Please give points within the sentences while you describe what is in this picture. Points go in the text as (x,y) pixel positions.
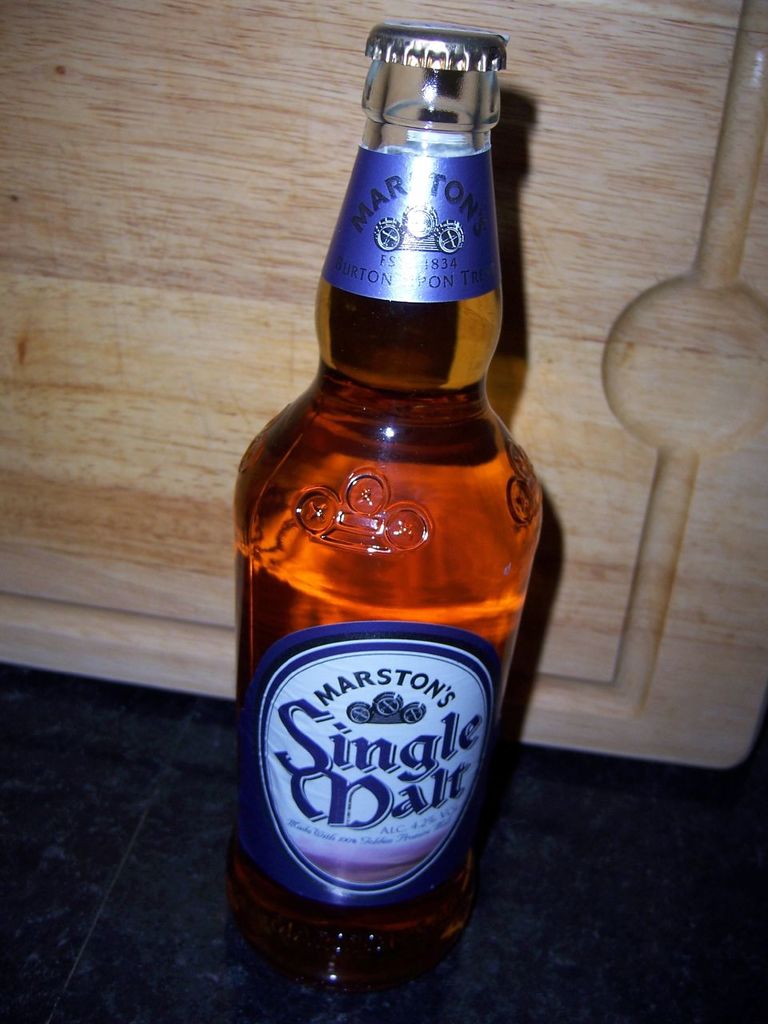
This is a beer bottle (511,611) with a closed metal cap (433,60). There is a label (439,691) attached to the bottle (473,587). This bottle (329,745) is placed on the countertop (163,901). At background (173,380) I can see a wooden object (185,223).
